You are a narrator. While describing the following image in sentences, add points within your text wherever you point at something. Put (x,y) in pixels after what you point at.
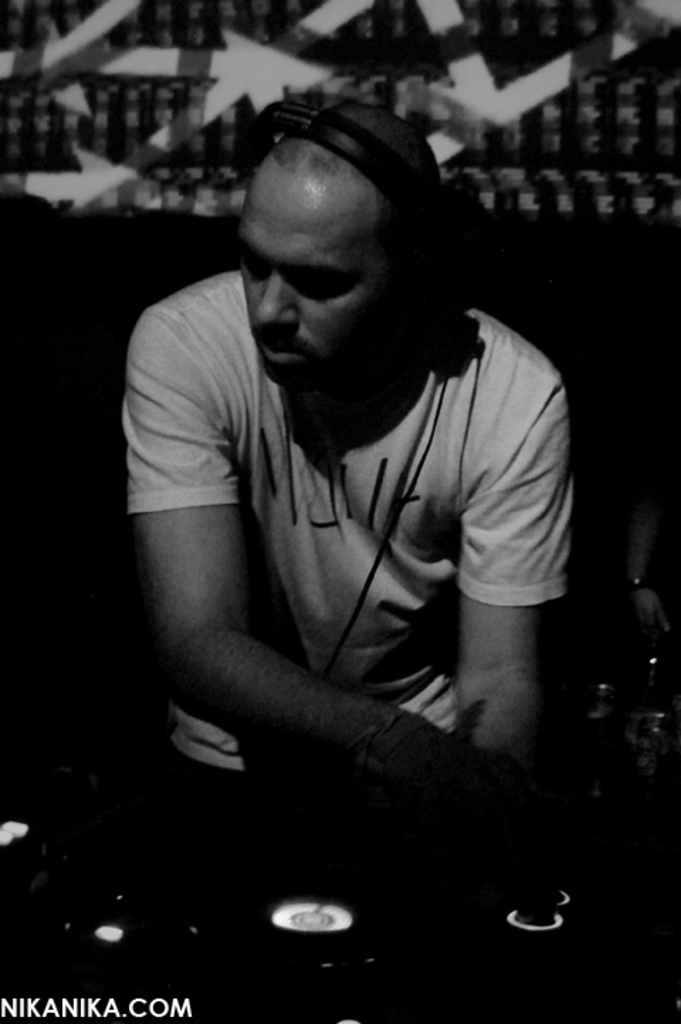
In the middle of the image (304,492) there is a man (293,168) with white t-shirt (163,363) is standing and on his head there are headset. And he is mixing songs.
